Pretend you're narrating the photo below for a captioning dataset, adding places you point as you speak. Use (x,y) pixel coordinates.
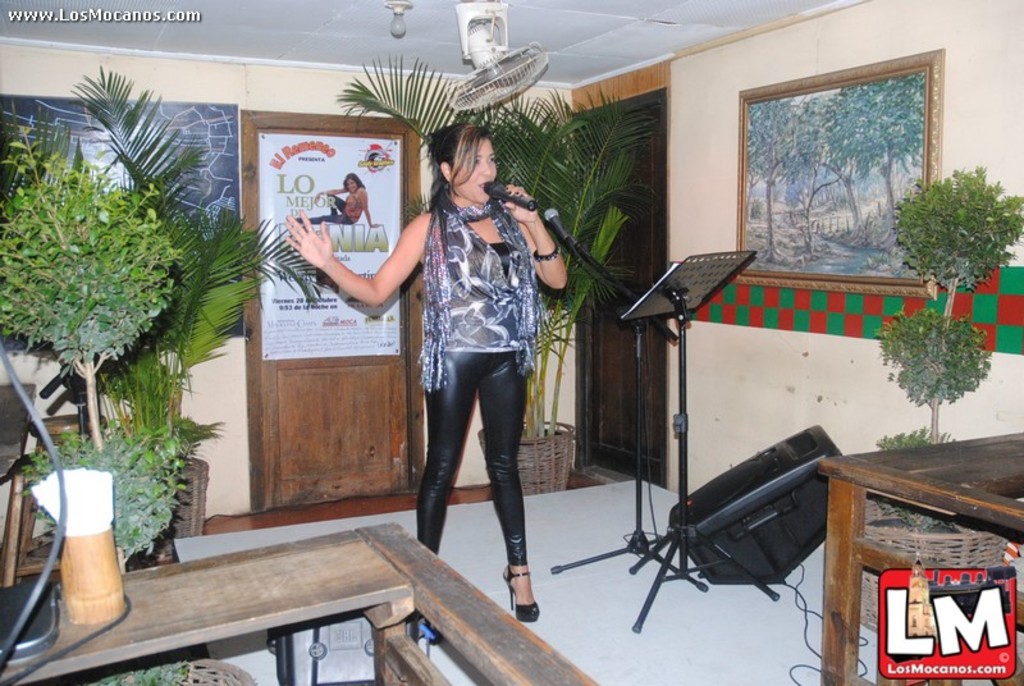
In this image we can see a person (461,216) standing on the floor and holding a microphone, in front of her we can see a microphone (569,240), and speaker (739,541). And there are tables (393,582), potted plants (187,447) on the floor (773,649). At the back (327,204) we can see the wall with posters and door (253,184) with a poster (375,199).
